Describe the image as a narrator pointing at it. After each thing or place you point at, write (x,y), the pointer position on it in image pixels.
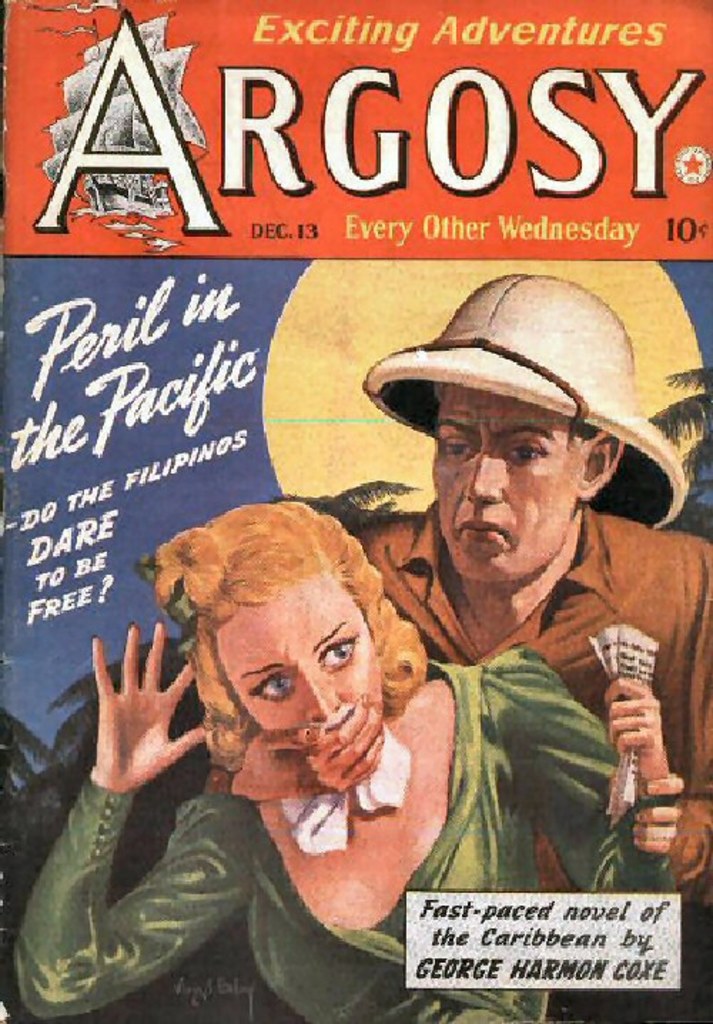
In this picture we can see the cover photo (150,479) of the book (580,412). In the front (467,523) we can see a man (467,523) holding the woman (400,742) and covering her face (346,670). On the top (185,216) we can see "Argosy" is written.
